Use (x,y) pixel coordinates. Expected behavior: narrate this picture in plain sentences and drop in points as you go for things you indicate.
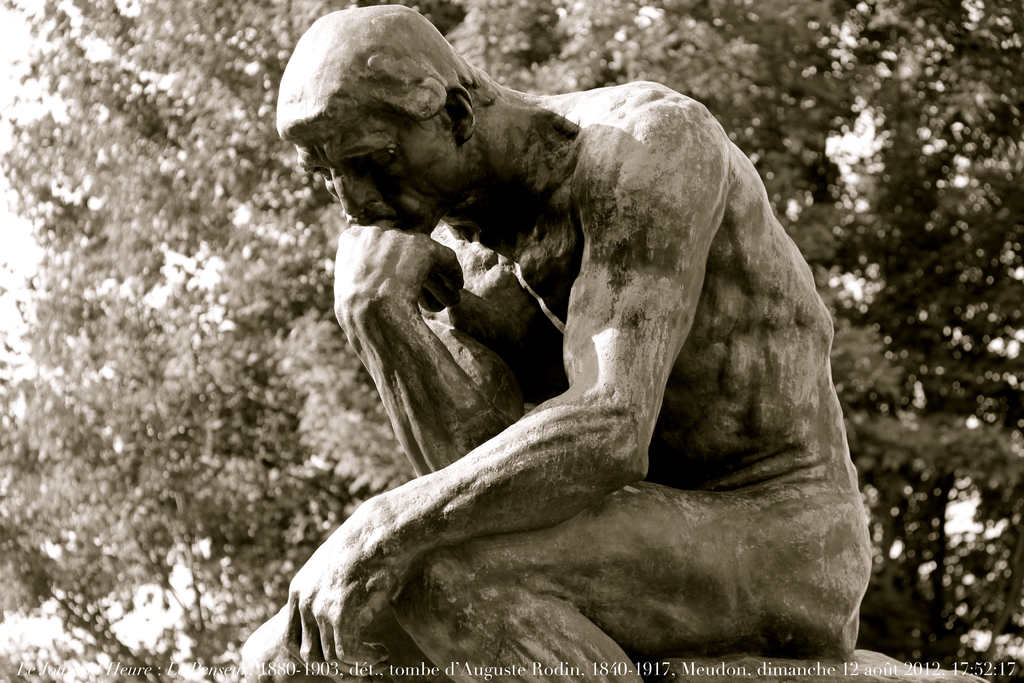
In this image I can see a sculpture (526,594) in the front (528,442) and in the background (160,498) I can see few trees (858,93). I can also see a watermark (44,672) on the bottom side of this image (276,675).
